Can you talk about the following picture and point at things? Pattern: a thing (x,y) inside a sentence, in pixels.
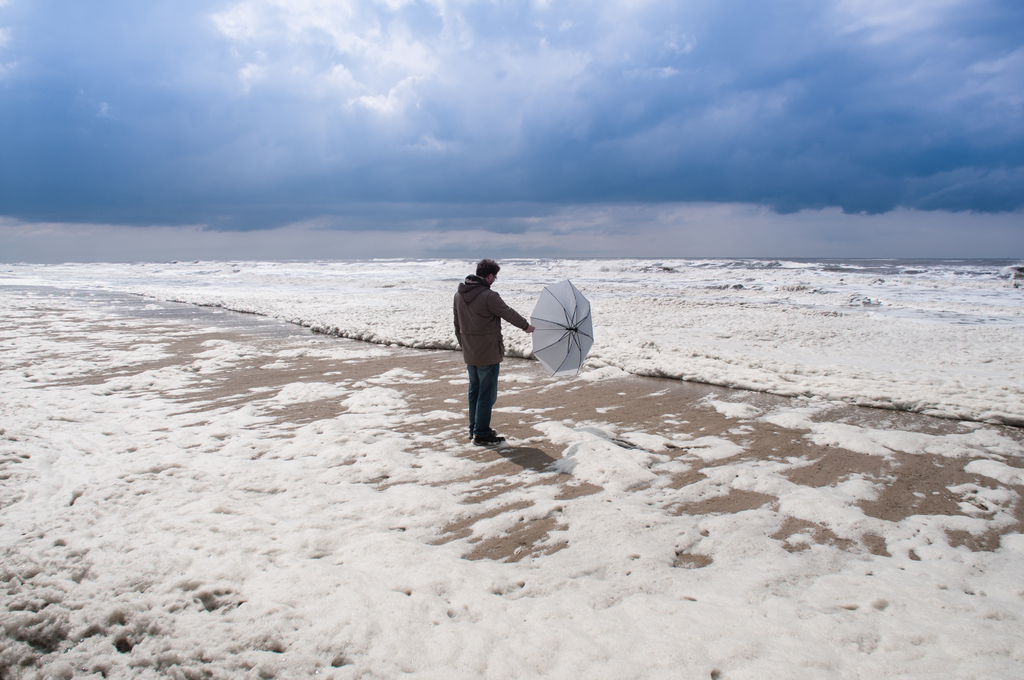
In this picture there is a man (501,314) who is wearing hoodie (502,344), jeans (471,366) and shoe (481,439). He is holding an umbrella (548,331). At the bottom (390,628) we can see the sea foam (570,656). In background (778,280) we can see an ocean (932,281). At the top (488,92) we can see sky (662,87) and clouds (757,122).
